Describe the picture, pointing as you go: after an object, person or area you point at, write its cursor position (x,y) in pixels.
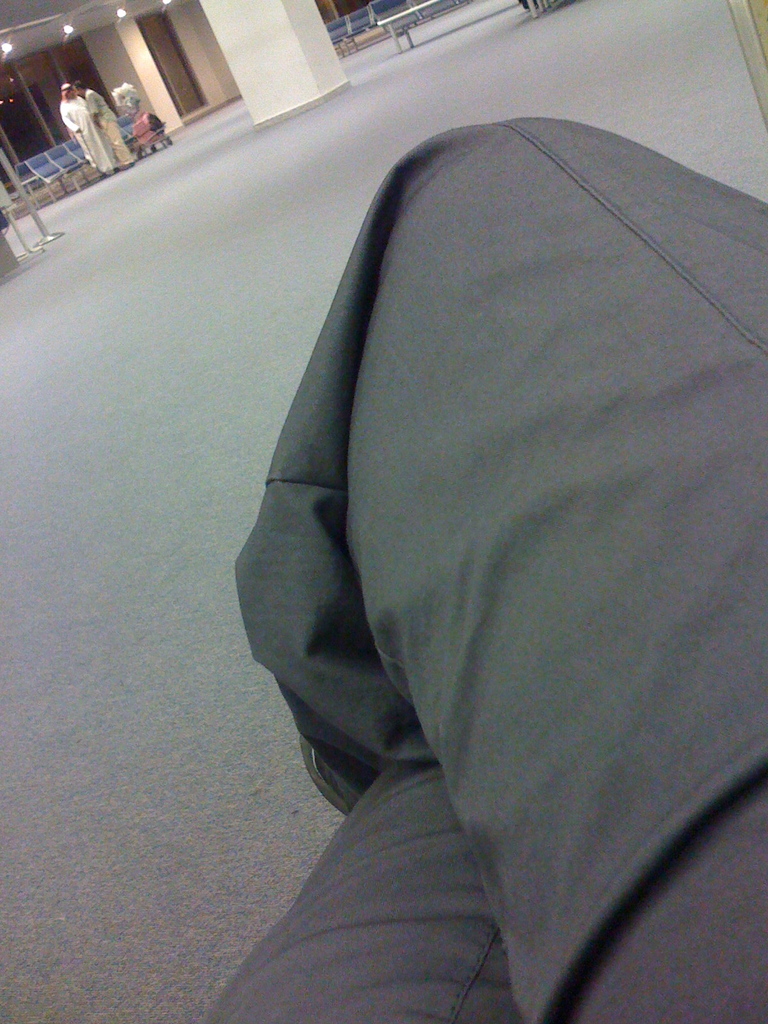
There is a person (676,720) in gray color pant (673,740) sitting near a floor (250,803). In the background (156,135), there are two persons (86,148) standing near chairs (72,142), there is white color pillar (266,38), lights (4,48) attached to the roof (94,10) and there are other objects (31,72).
